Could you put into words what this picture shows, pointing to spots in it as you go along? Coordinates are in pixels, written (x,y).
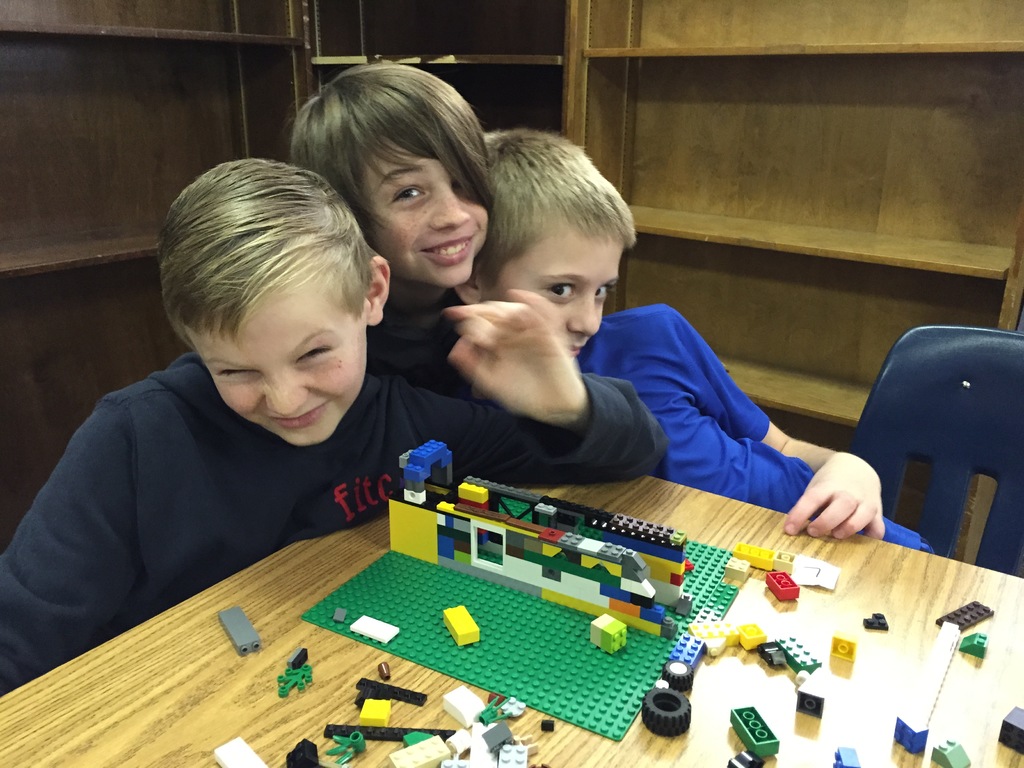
In a picture there are three children (380,378) which is taken in a closed room (561,386), at the right corner of the picture (848,489) there is a child (816,504) is wearing a blue t-shirt (694,453) and the other two children (335,409) are wearing dark blue t-shirts (355,490), they are sitting in front of the table (955,720) on which there are lego sets (464,623) are present with a mat (544,656), behind them there is a wooden shelf (239,103) and at the right corner of the picture (724,202) there is another wooden shelf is present.
